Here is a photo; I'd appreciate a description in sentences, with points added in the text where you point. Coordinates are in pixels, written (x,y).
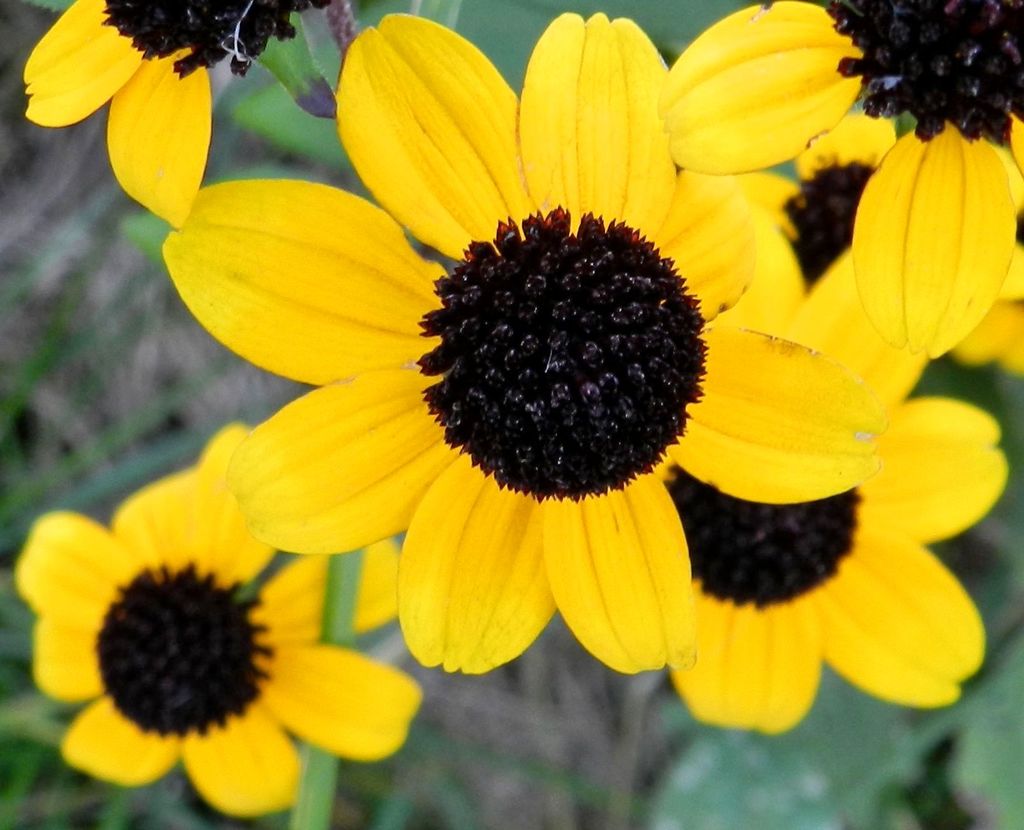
In this image we can see few flowers (294,683) to a plant (844,764). There is a blur background (870,810) in the image.
